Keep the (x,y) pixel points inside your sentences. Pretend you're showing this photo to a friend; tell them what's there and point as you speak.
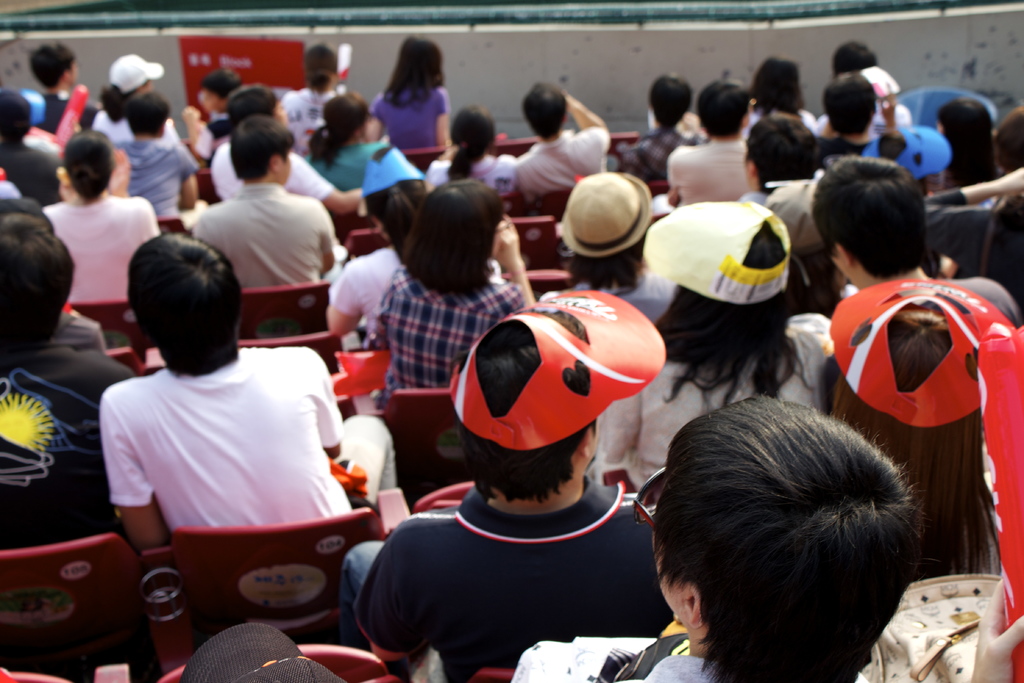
In the picture we can see a number of people (596,397) sitting on the chairs (20,599) and some people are wearing a cap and hat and in the background (248,50), we can see a wall (167,60) with some railing pipe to it and to the wall (167,73) we can see a red color poster (218,50).
